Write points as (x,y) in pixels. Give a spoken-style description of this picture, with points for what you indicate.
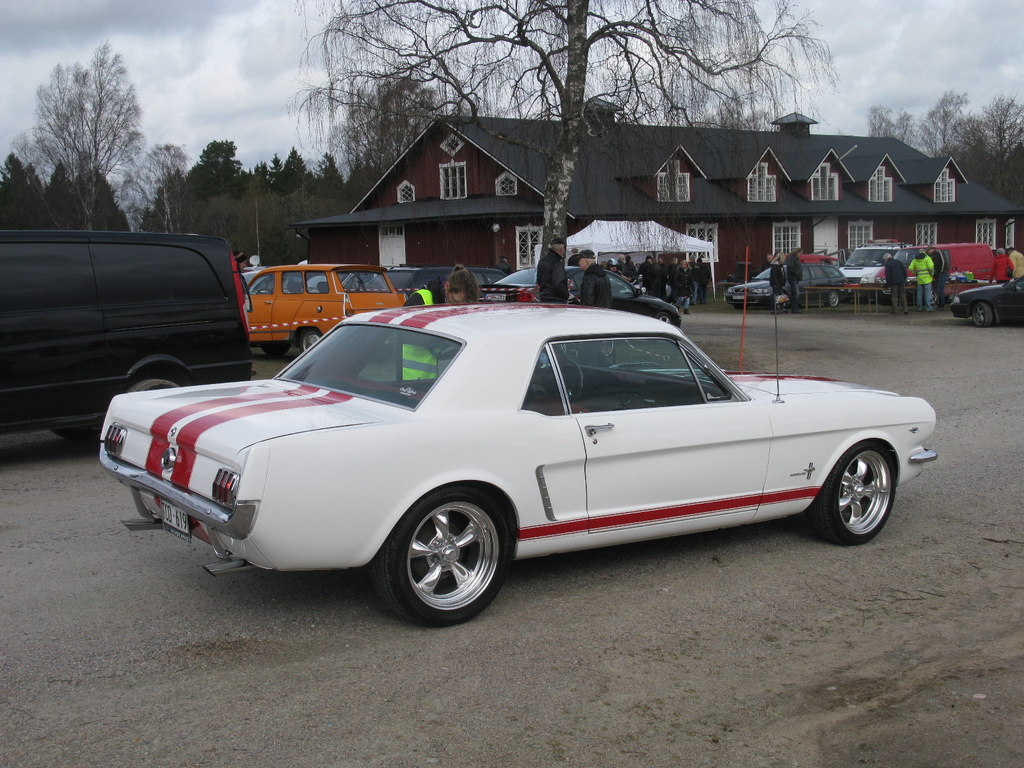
This is the picture of a place (638,284) where we have a house (756,171) and around there are some trees (554,187), plants (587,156), cars (605,501) and some other people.
